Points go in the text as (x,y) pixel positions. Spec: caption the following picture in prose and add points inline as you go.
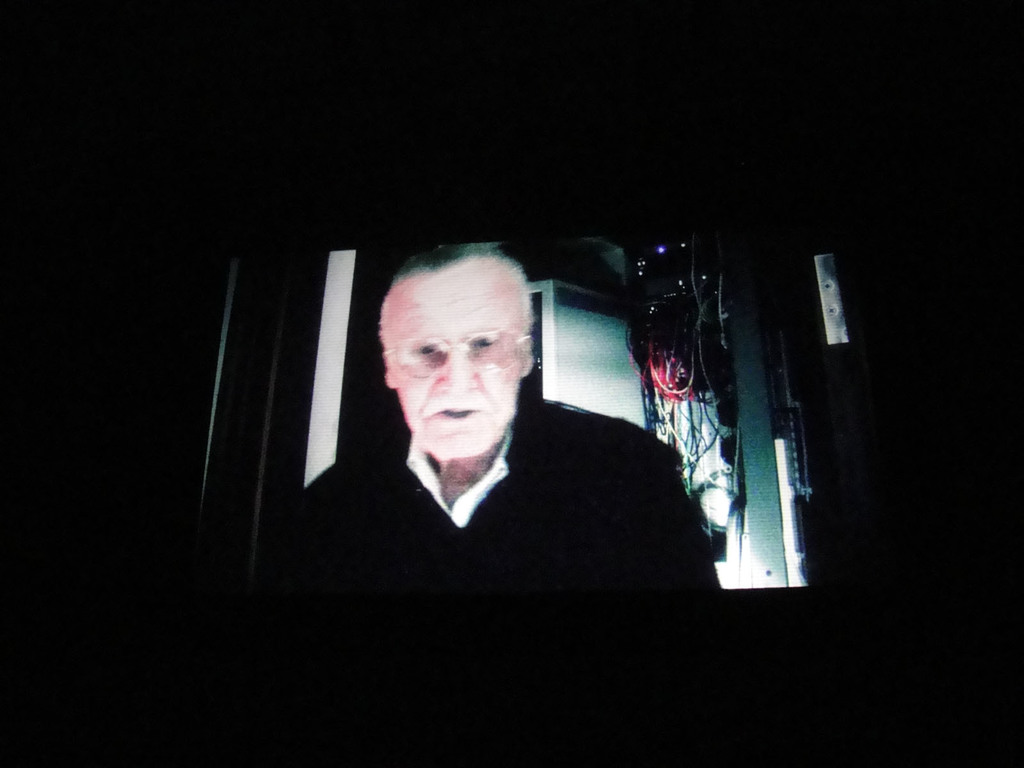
In the center of the picture (488,400) there is a screen (243,465), in the screen (449,502) there are cables (703,305) and a person (492,405). The background (5,98) is dark.
